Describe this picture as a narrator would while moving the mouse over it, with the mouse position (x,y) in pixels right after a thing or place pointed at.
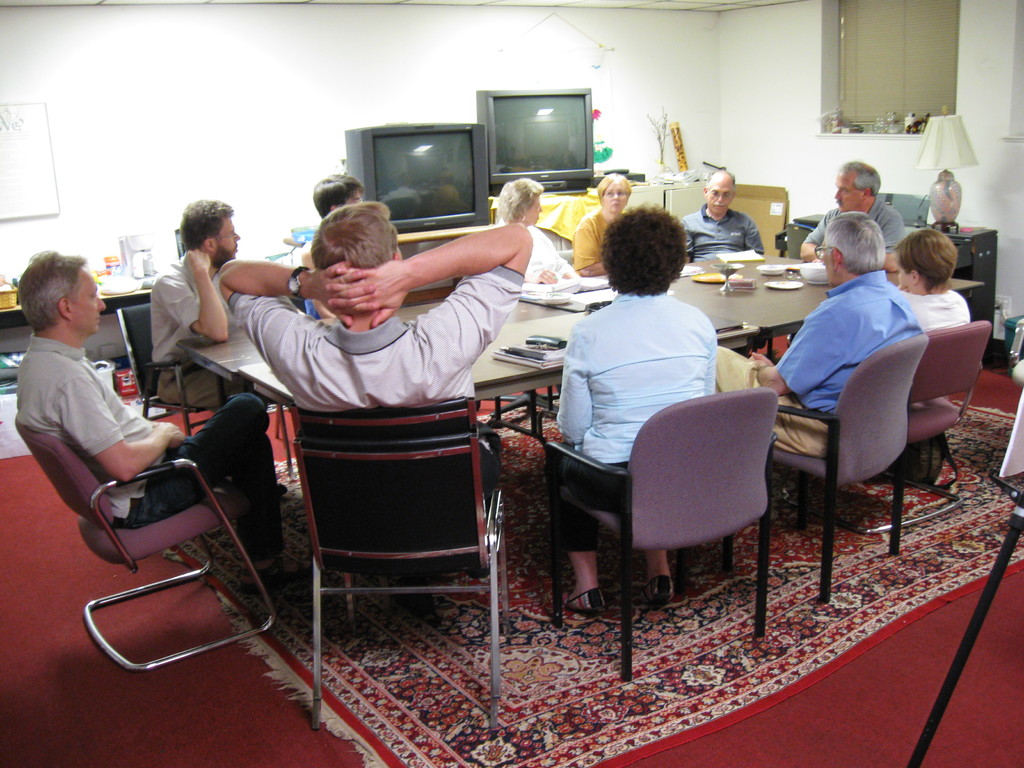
In this picture we can see some persons (624,374) are sitting on the chairs (395,549). This is floor (276,742). There is a table (498,337). On the table (786,296) there are books (580,283) and plates (771,283). On the background (315,100) there is a wall (432,64) and there are televisions (487,175). And this is lamp (943,204).
